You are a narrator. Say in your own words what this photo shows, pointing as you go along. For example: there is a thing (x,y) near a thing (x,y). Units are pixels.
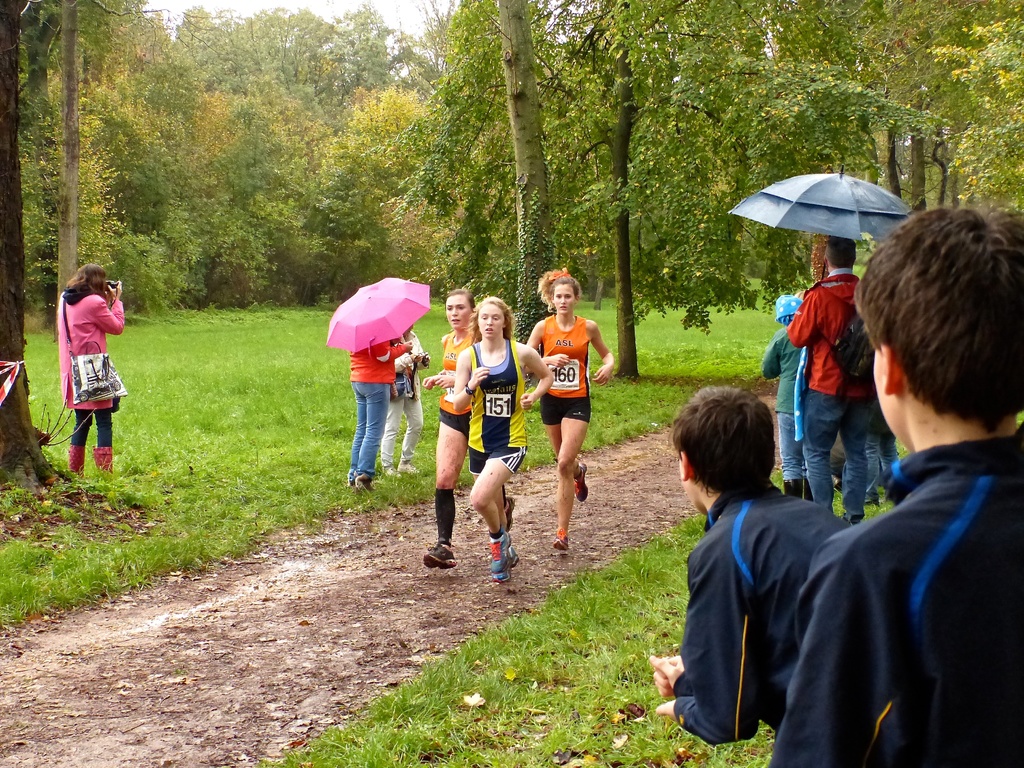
In this image there are women (552,428) running on the path (265,570). People (705,606) are standing on the grassland (681,630). People (955,333) are standing on the grassland (319,393). Few people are holding the umbrellas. Left side (98,380) there is a woman (68,361) carrying a bag (85,372). She is holding a camera (110,284) in her hand (120,296). Background (731,138) there are trees (440,216).
